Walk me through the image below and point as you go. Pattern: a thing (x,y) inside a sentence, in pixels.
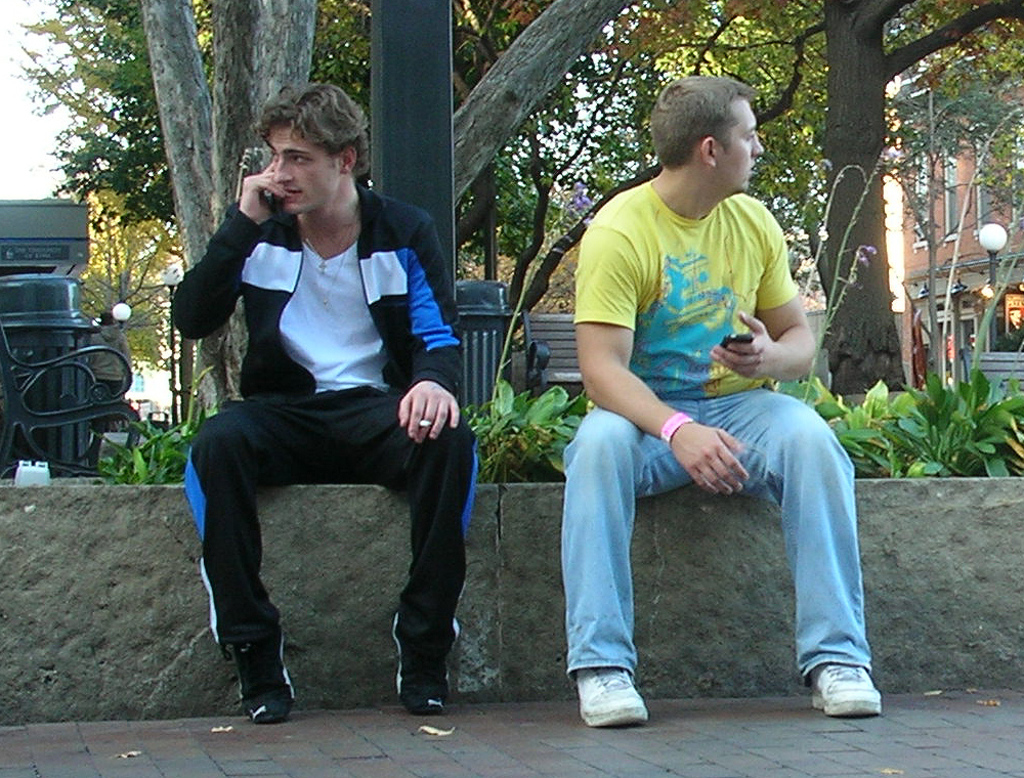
In the image we can see two persons (419,265) were sitting on the stone (540,528). And back we can see trees (901,108), buildings (965,240), street light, plants (941,395), dustbin (48,432), sky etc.
